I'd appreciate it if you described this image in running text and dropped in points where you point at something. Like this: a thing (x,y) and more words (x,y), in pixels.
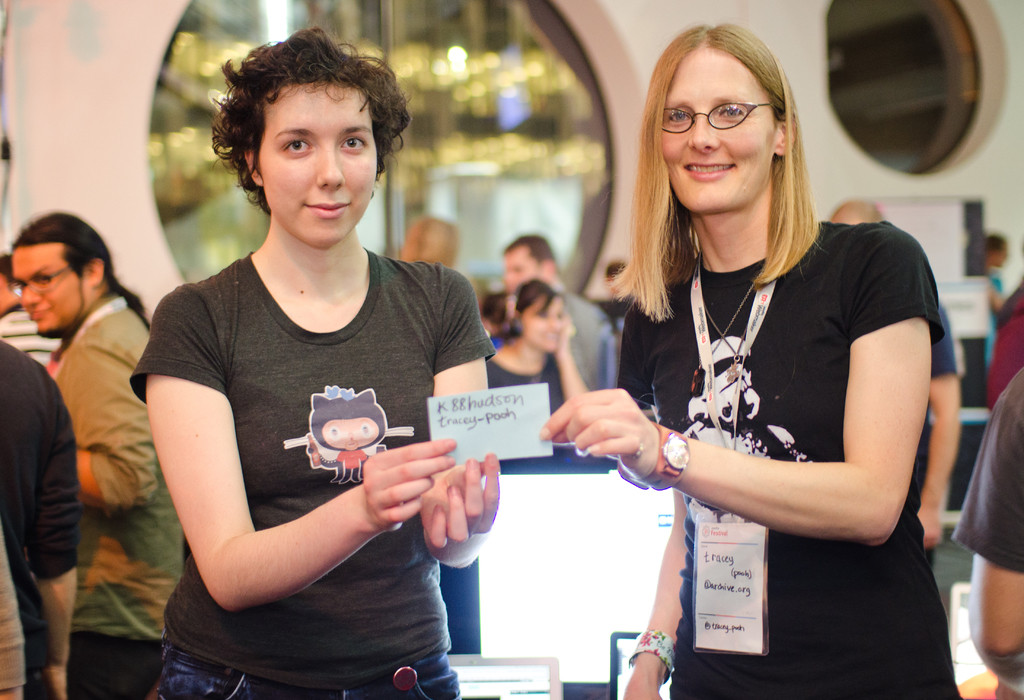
In this image in the front (360,376) there are persons (546,438) standing and smiling and holding paper (497,438) in their hands (488,500) with some text (487,421) written on it. In the background (56,391) there are persons (604,361) and there is a screen (585,537) and there is an object (114,82) which is white in colour. Behind the object (133,112) there are green coloured plants (164,139).
